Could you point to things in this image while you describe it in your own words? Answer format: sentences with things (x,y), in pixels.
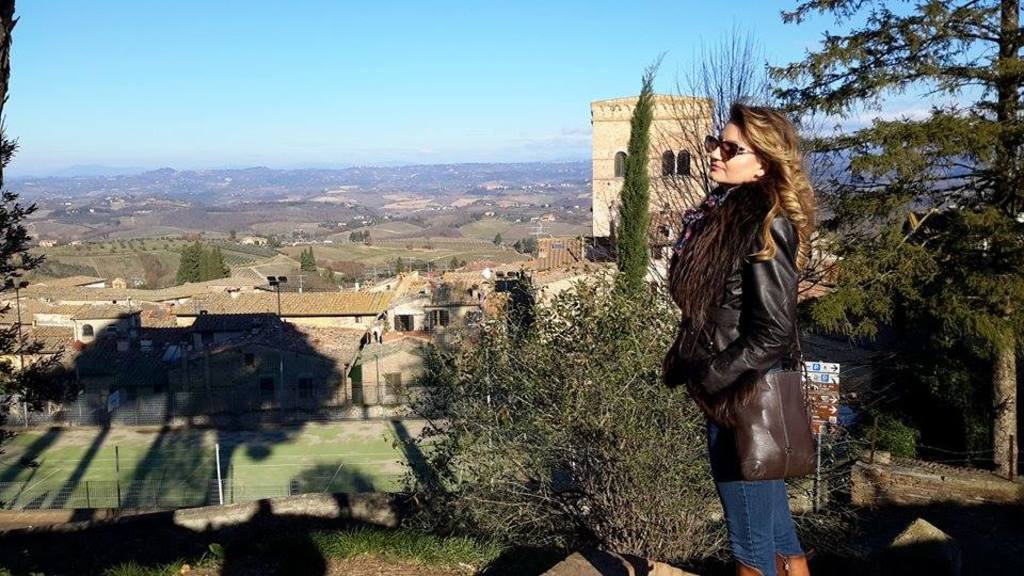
In this picture, we can see a lady (768,355) carrying some object (782,433), we can see the ground (456,551) with grass (440,551), trees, plants (557,432), and some objects (24,501), we can see buildings (284,375), poles (279,291), lights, and we can see the sky (263,65).
